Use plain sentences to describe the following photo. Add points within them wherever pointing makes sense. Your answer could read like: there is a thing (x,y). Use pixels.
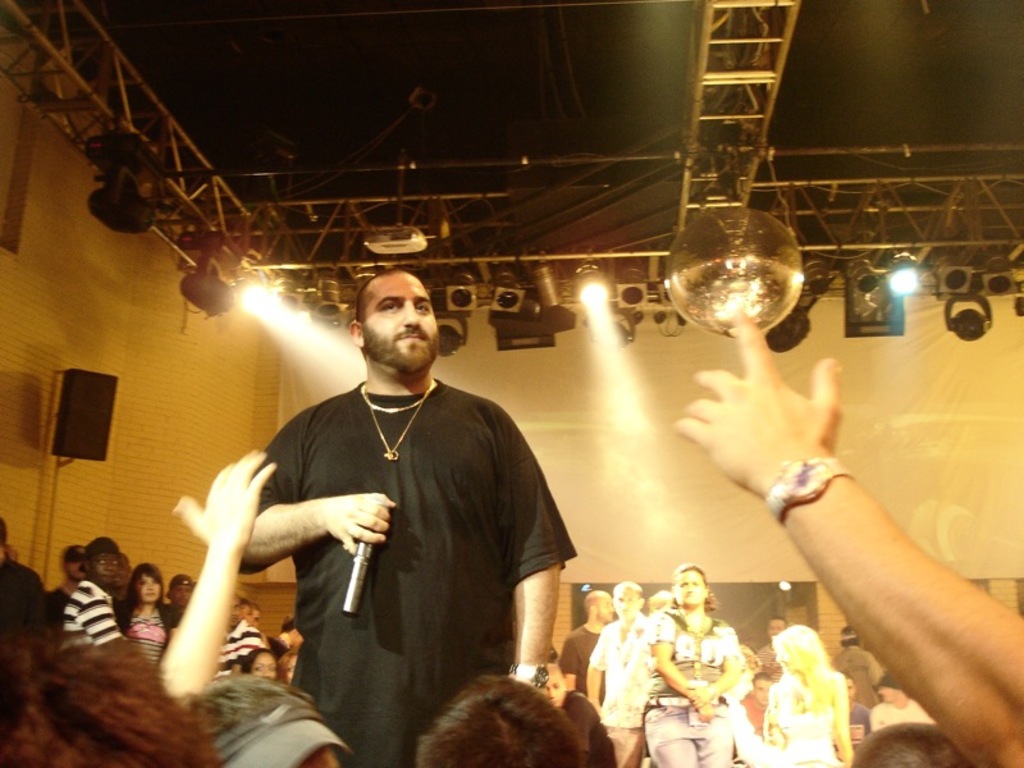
In the center (402,485) we can see one man (344,442) standing and holding microphone (356,562). And around him we can see group of persons (69,723) were standing, they were audience (554,689). And coming to back there is a wall (152,371) and lights (597,304).
